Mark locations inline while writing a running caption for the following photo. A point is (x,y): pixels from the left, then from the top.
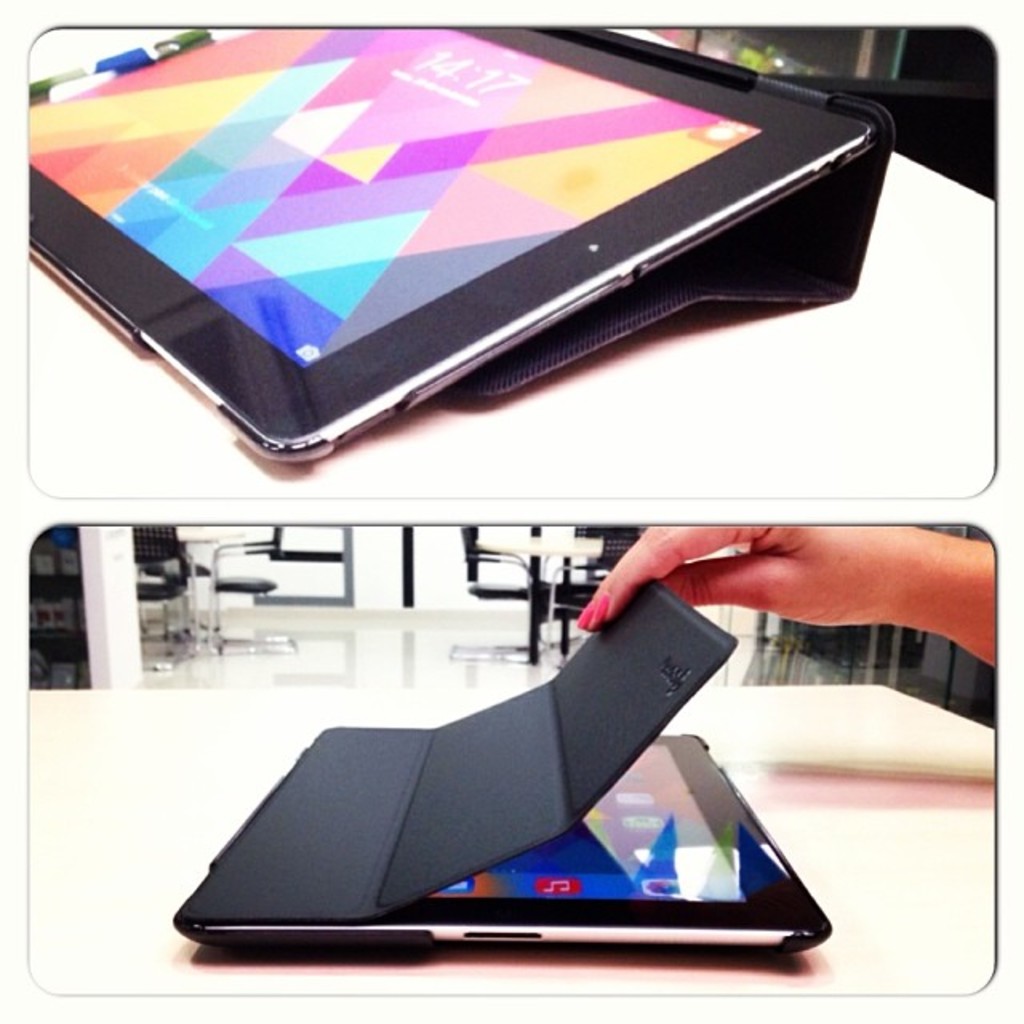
In the picture we can see two photographs (693,753) with two tablets (597,192) and a person hand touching it.
